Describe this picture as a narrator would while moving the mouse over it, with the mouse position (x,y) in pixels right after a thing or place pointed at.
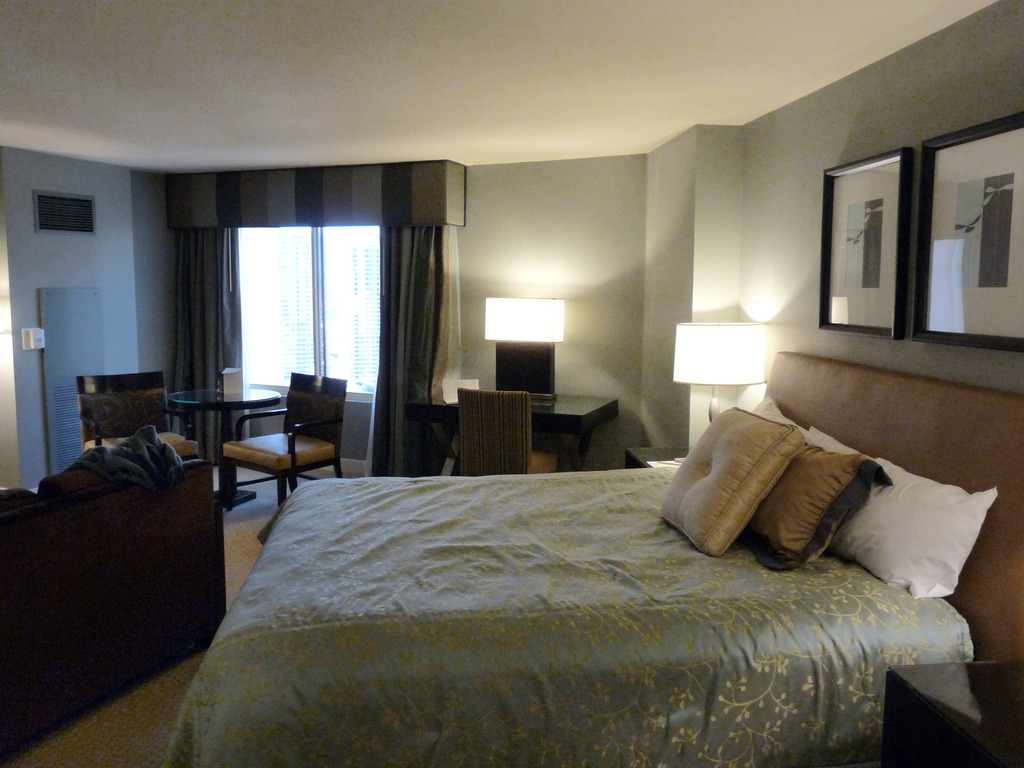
In this image I see a room (10,6) and in which there is a bed (335,661), 2 lights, few chairs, 2 tables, window (306,318), curtains (185,248) and 2 photo frames (1009,118) on the wall (1006,71).
